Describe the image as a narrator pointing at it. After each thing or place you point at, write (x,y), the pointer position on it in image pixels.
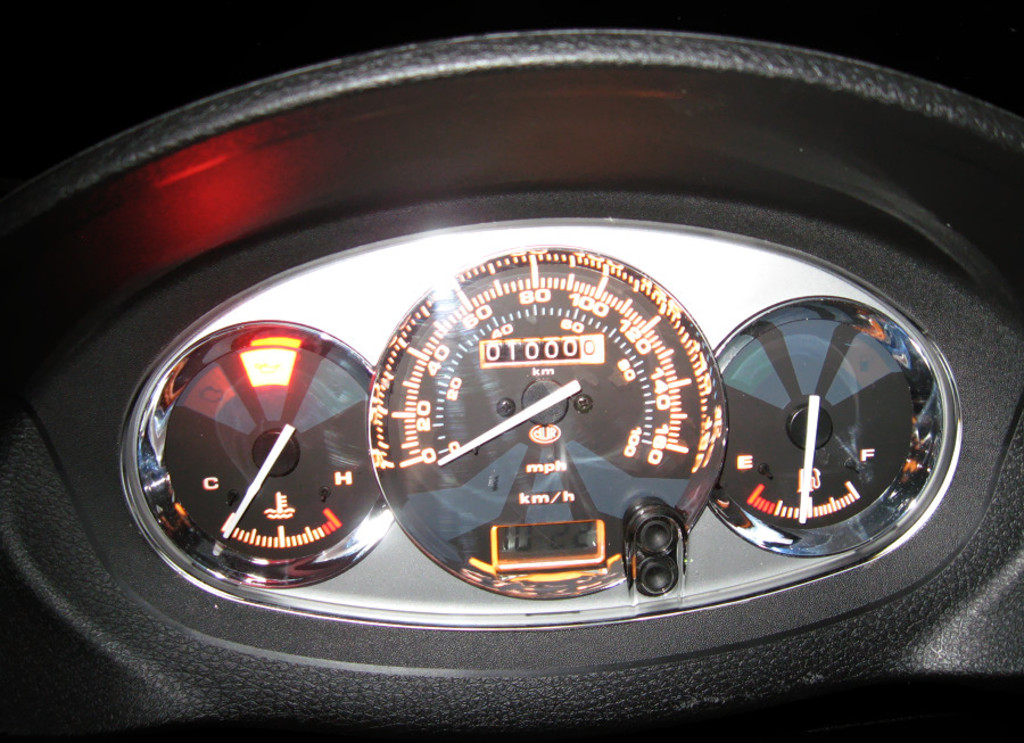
In this image we can see the dashboard (534,306) of a car (589,243).
